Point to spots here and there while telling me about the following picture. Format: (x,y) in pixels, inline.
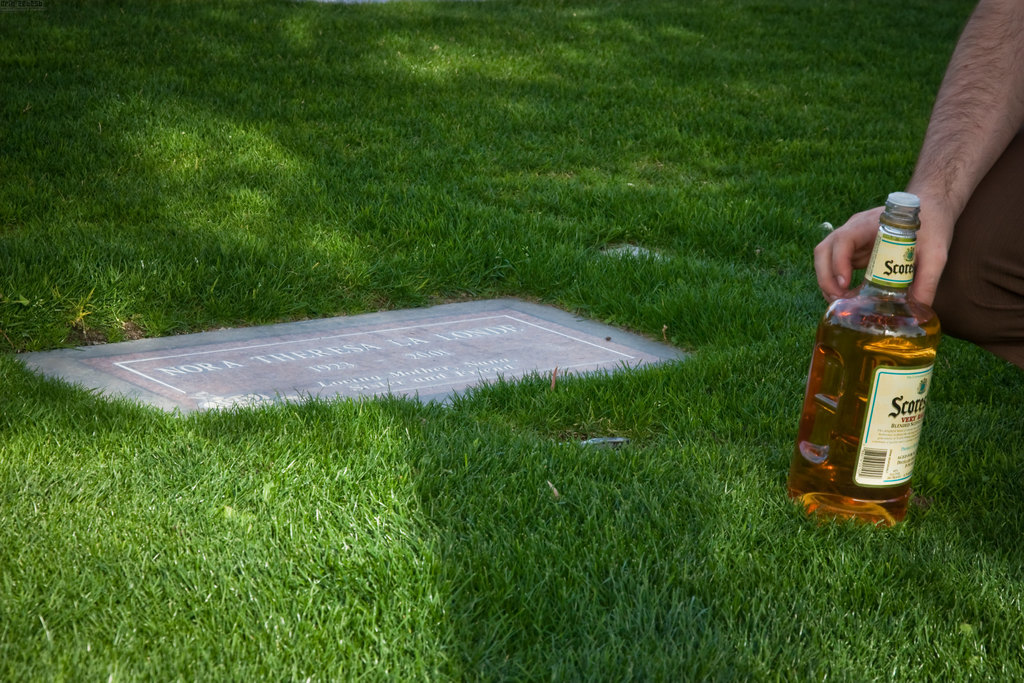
Here we can see a hand (964,194) of a human (1015,155). This is bottle (899,343). There is a board (448,390) and this is grass (153,569).
